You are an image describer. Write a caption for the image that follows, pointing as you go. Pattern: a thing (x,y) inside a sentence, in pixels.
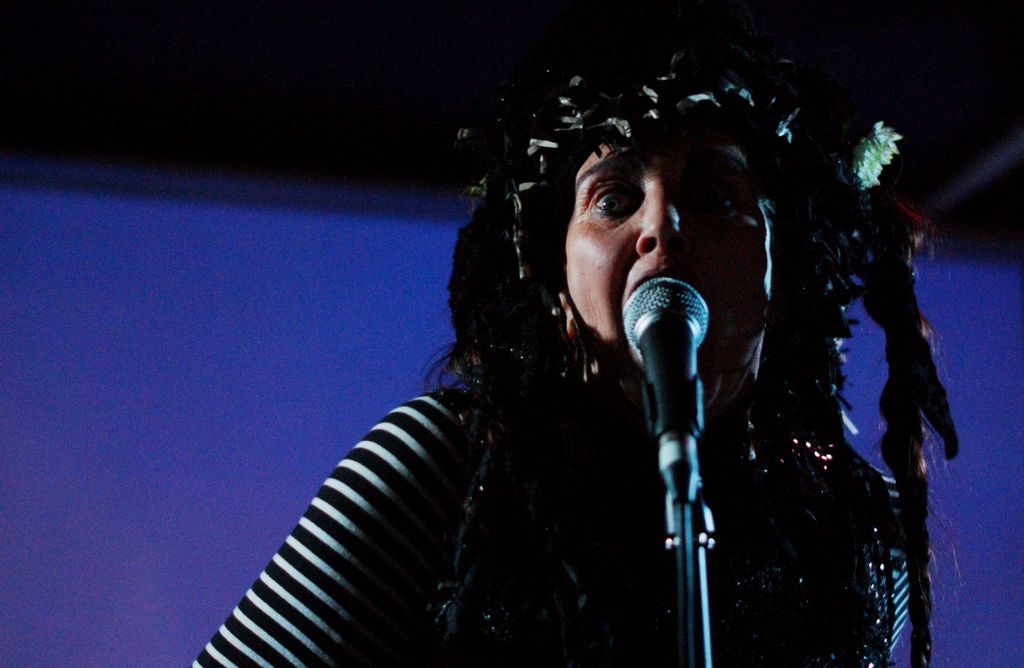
In this picture I can see a person (703,353), there is a mike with a mike stand (675,473), and there is blur background (124,436).
